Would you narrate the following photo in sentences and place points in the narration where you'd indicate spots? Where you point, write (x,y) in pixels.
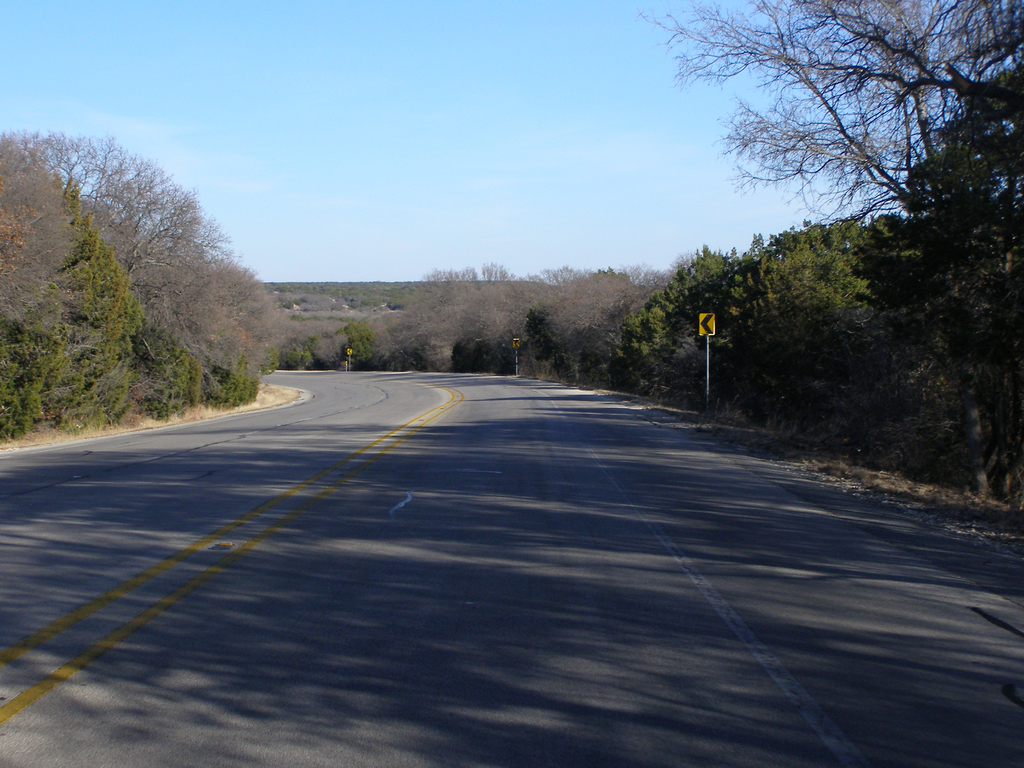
In this picture there is a way (476,598) in the center of the image (418,432) and there are trees (608,302) and sign poles (708,358) in the background area of the image (388,343).
